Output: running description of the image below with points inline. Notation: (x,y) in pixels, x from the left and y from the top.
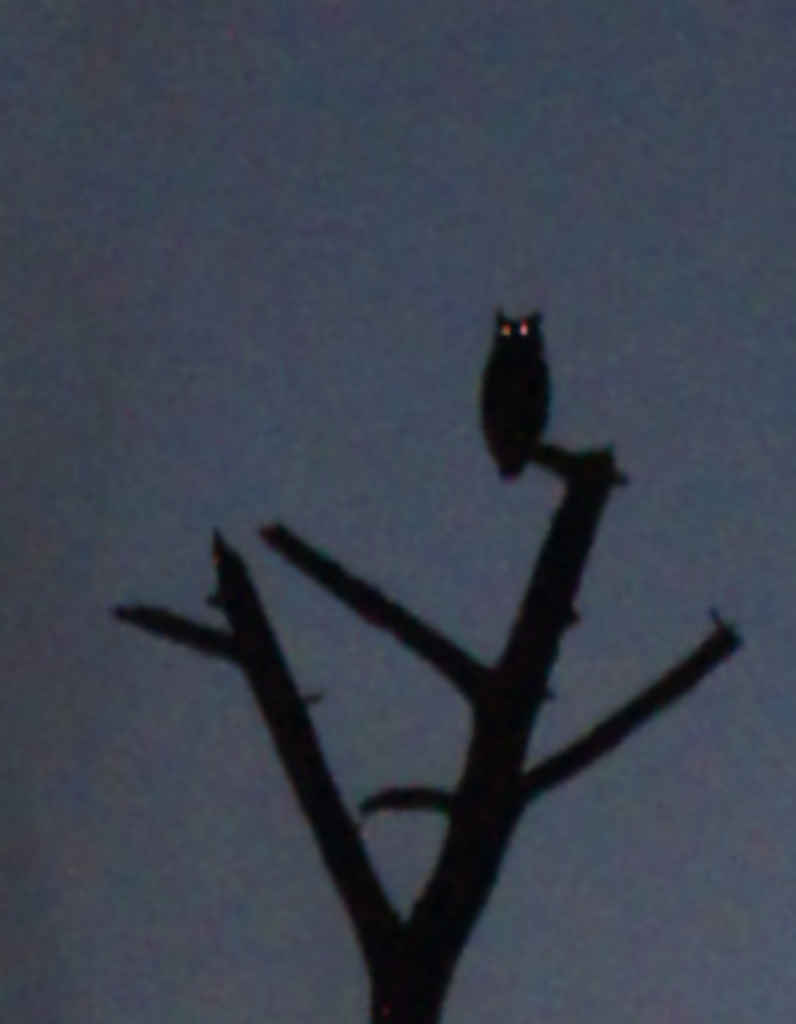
In this image we can see an owl (526,453) on the tree branch (570,613). In the background of the image (355,236) there is sky (256,236).
